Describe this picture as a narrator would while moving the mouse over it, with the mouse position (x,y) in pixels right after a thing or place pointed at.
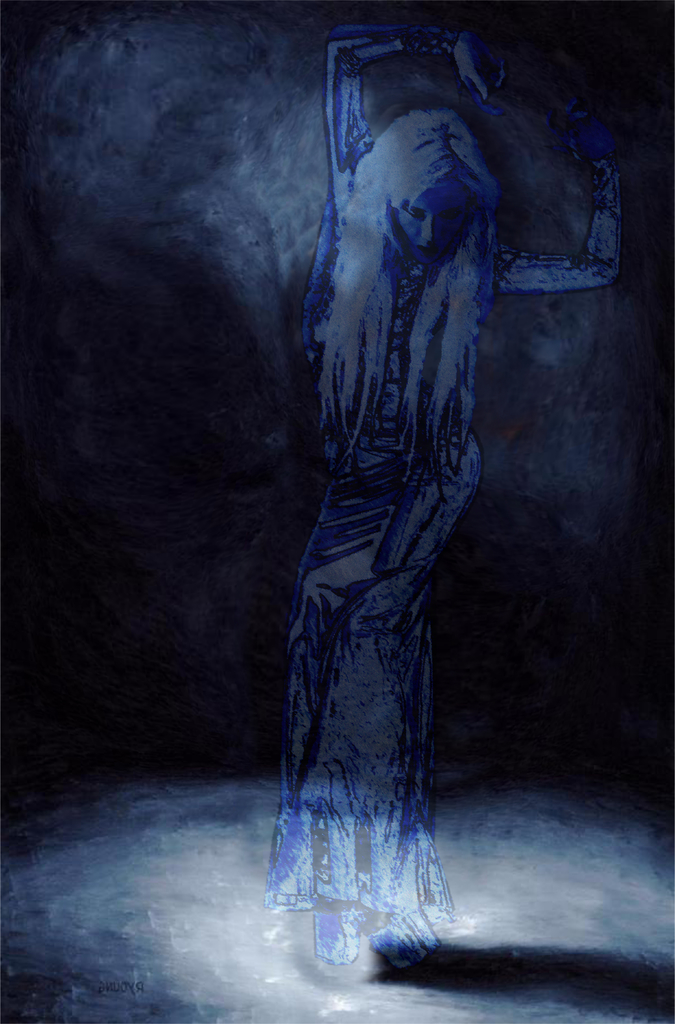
There is a painting (380,388) in which, there is a person (385,330) standing on a surface (242,943). And the background (29,256) is dark in color.
